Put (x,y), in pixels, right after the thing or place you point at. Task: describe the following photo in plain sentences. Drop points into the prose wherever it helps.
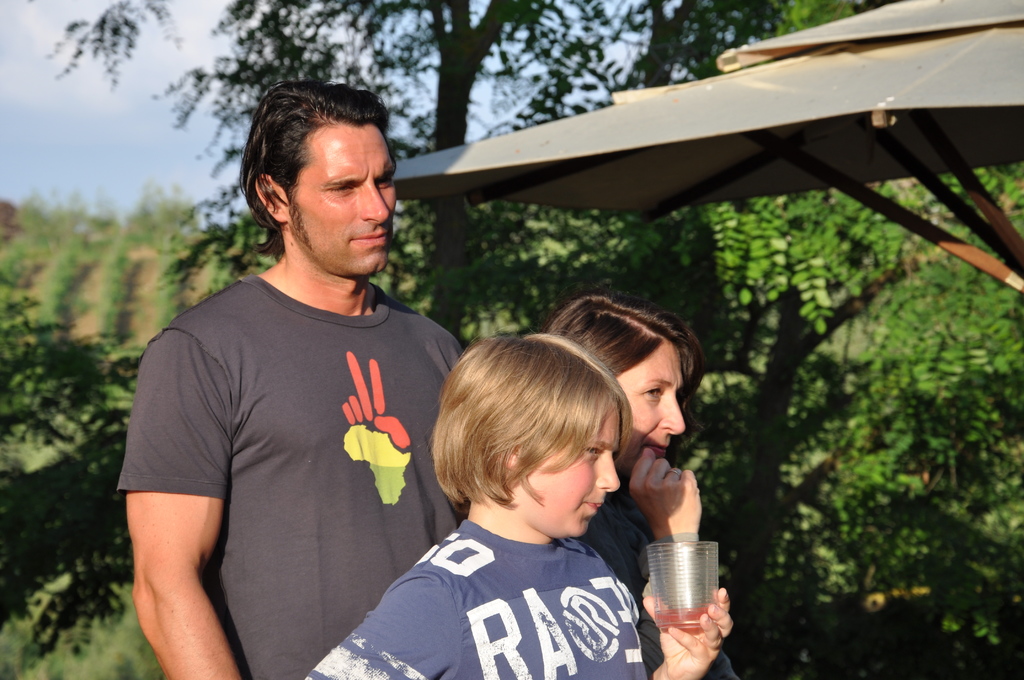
In the picture we can see a man (255,642), a woman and a child (605,672) are standing near the tent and child (535,672) is holding a glass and behind them, we can see some plants (919,509) and trees (761,651) and top of it we can see a part of the sky (105,137).
